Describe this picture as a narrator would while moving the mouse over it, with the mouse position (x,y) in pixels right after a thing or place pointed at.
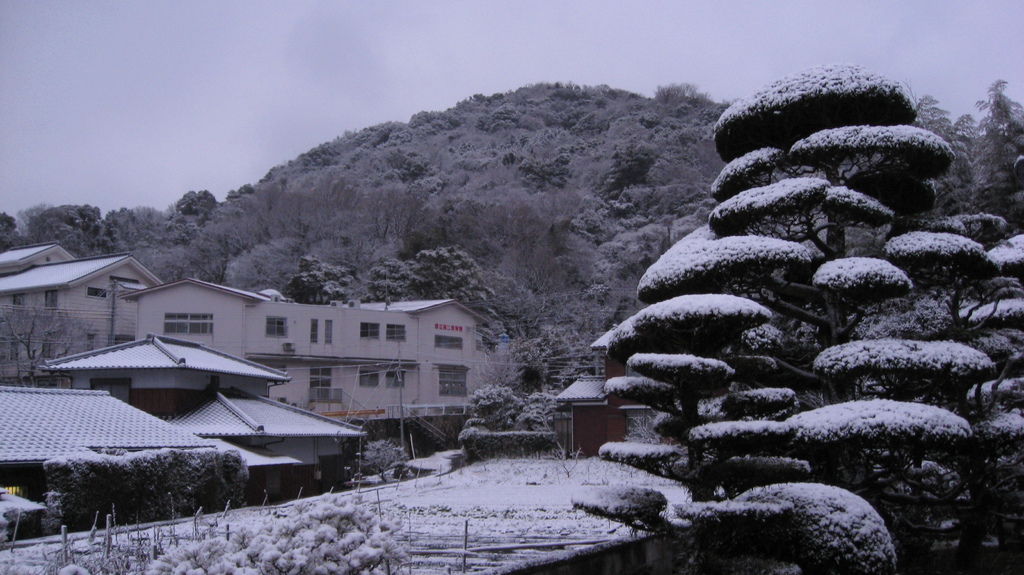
In this image we can see some trees (792,409) on which there is snow (717,305) and in the background of the image (262,382) there are some houses (291,378), mountain (412,195) and cloudy sky (260,56).
